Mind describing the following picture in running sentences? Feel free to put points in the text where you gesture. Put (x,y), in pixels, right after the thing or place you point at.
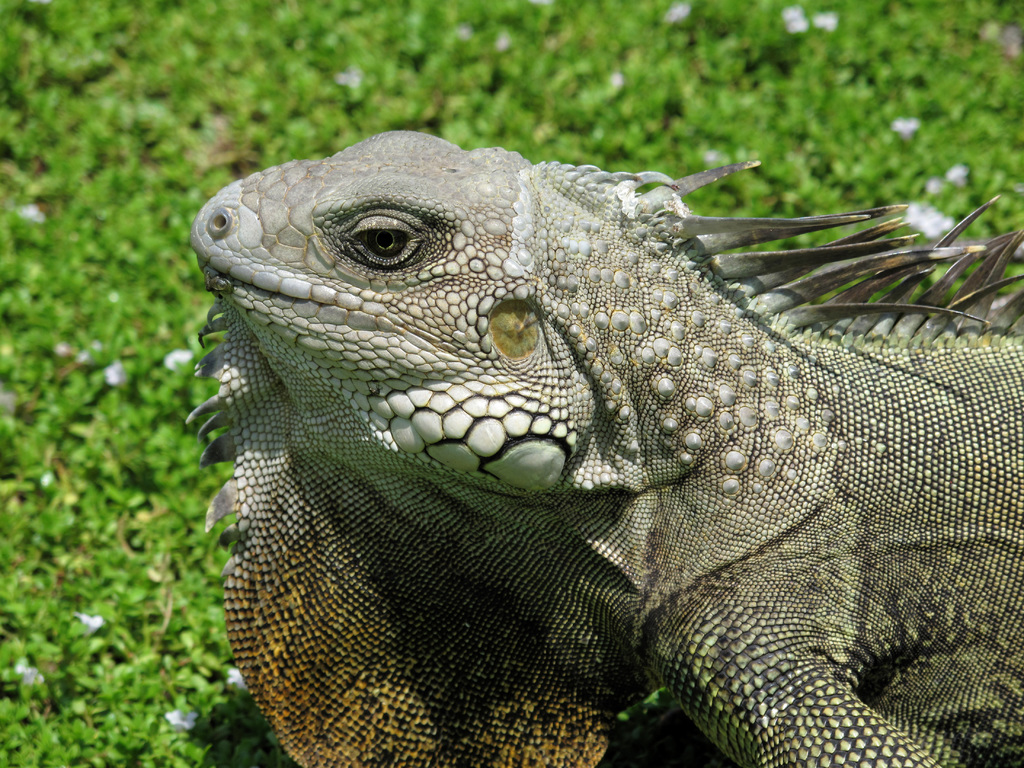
In this picture there is a reptile (462,306). At the bottom (90,553) there are plants (127,688) and white color flowers (84,620).
